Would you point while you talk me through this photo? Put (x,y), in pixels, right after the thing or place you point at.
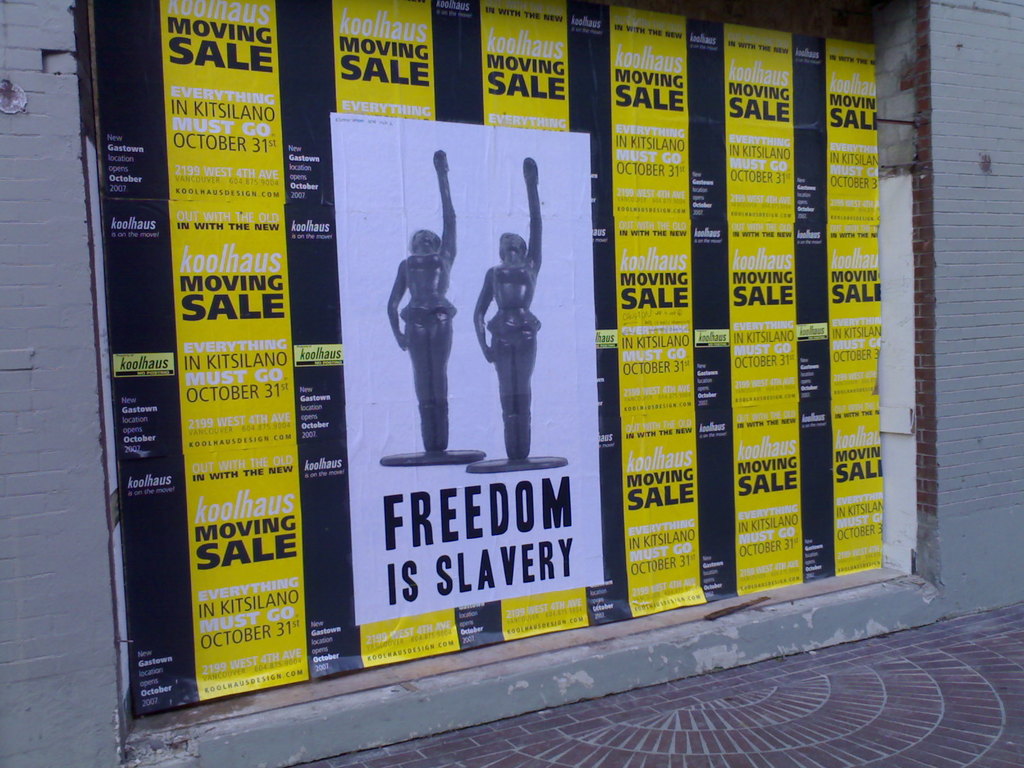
In the center of the image (679,291) there is a board (249,315) with yellow and black combination and a paper (586,464) is attached to the board (714,526). Wall (998,397) and floor (864,672) is visible.
